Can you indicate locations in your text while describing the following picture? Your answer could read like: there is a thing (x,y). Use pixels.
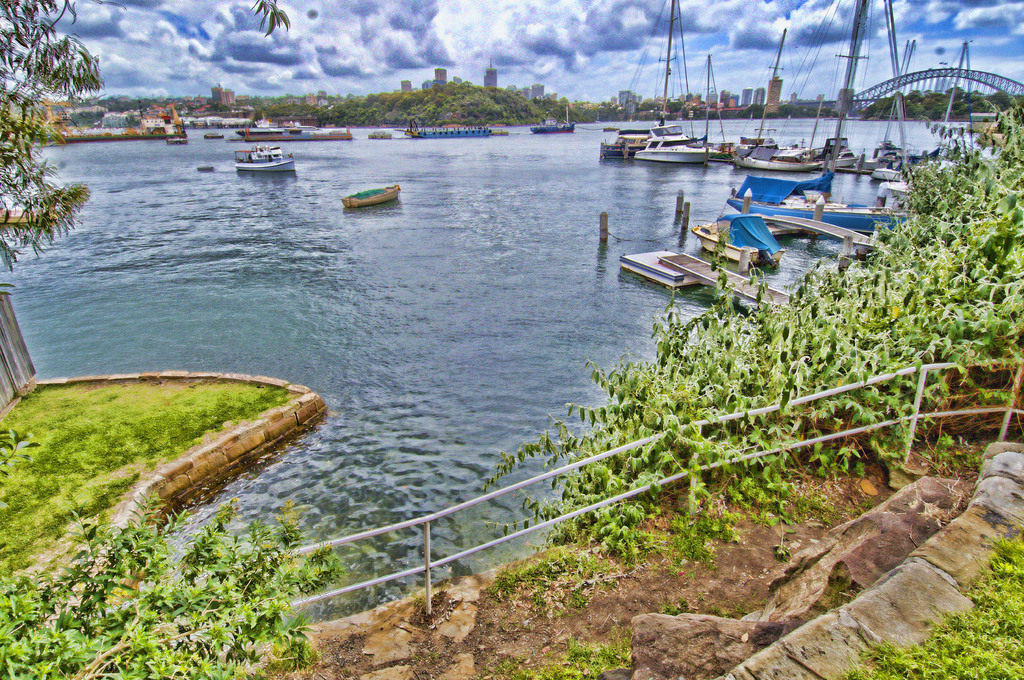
In this picture I can see grass (679,523), plants (892,359), iron rods (906,372), boats (769,138) on the water (504,174), trees (4,59), buildings (772,106), a bridge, and in the background (644,54) there is sky (968,25).
